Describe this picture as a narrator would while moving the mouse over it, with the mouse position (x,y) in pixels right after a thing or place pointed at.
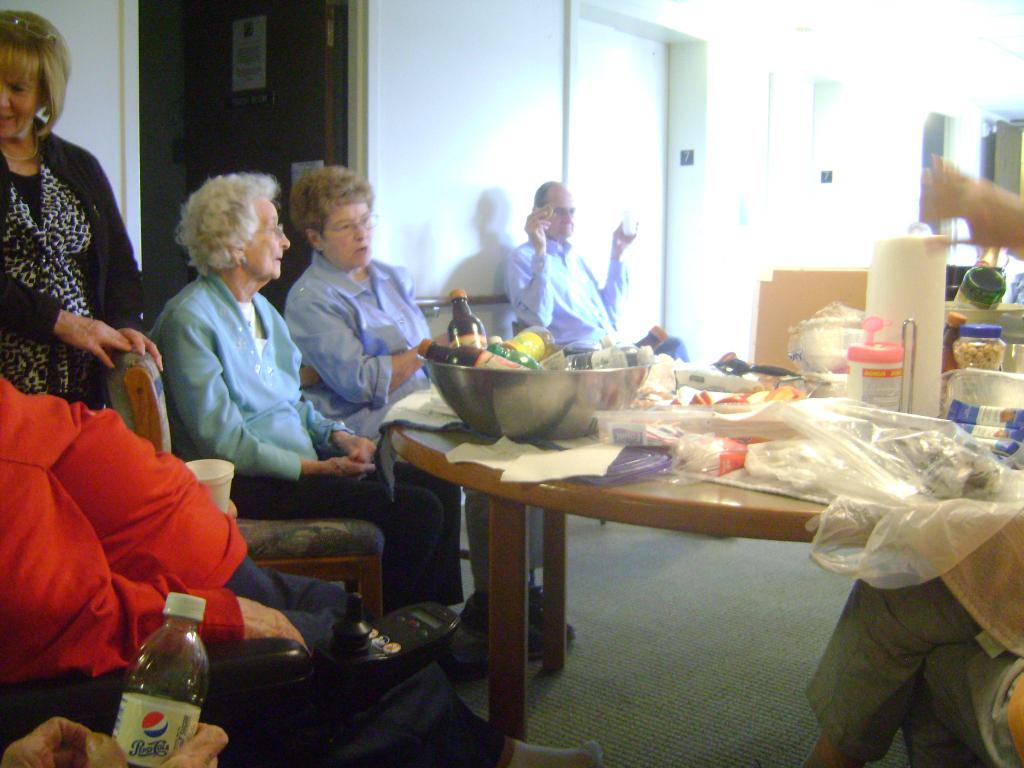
There are four people (319,334) sitting on chairs (273,558). One lady (65,219) on the left (53,212) wearing goggles (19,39) is standing. In front of them there is a table (655,497). On the table (534,483) there is a vessel (526,392). Inside vessel (536,387) there are many bottles (543,358). Also on the table (716,508) there are many items (848,445) like bottles (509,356), plastic covers (853,442), food items (984,340), snacks (968,327). In the background (501,145) there is a wall (496,111) and a door (342,114).
